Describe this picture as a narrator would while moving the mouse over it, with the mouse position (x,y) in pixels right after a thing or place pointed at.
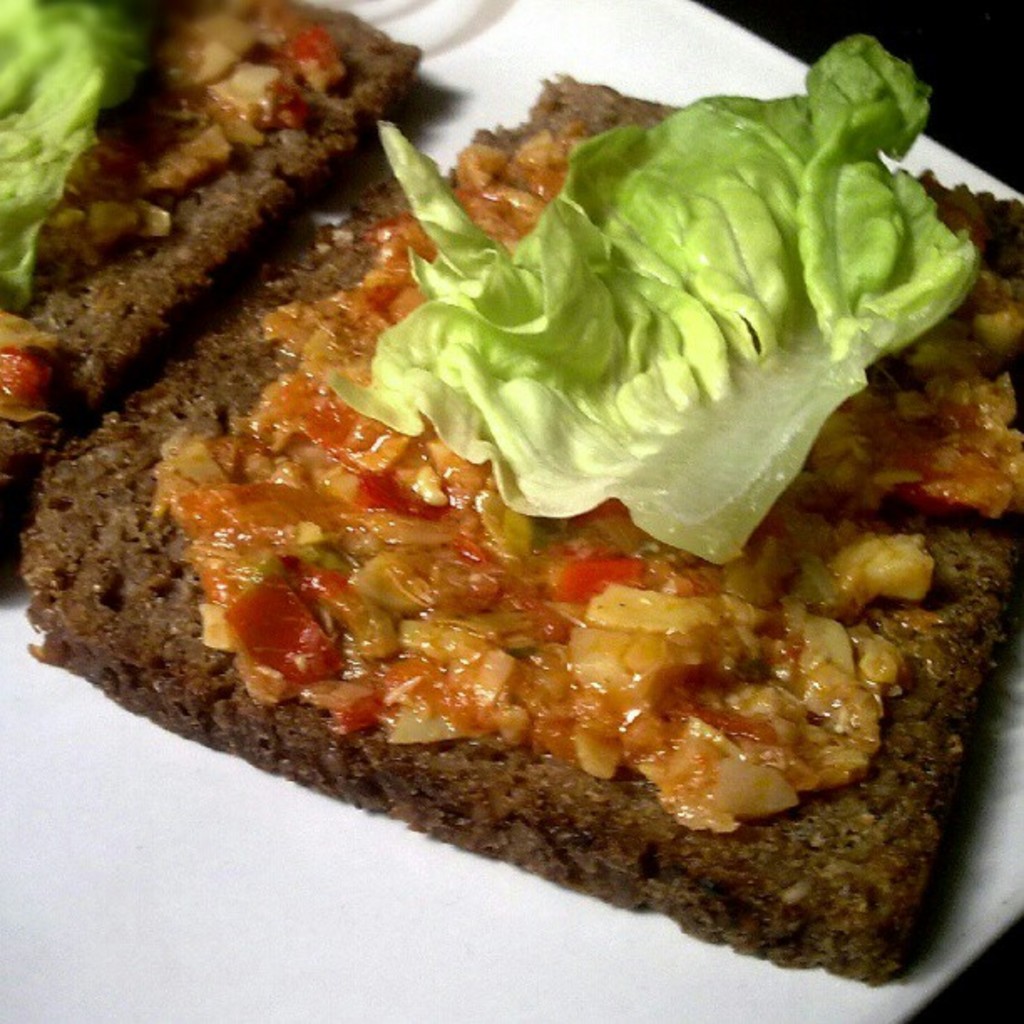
In this image I can see some food item (443,377) in the plate (330,937).
